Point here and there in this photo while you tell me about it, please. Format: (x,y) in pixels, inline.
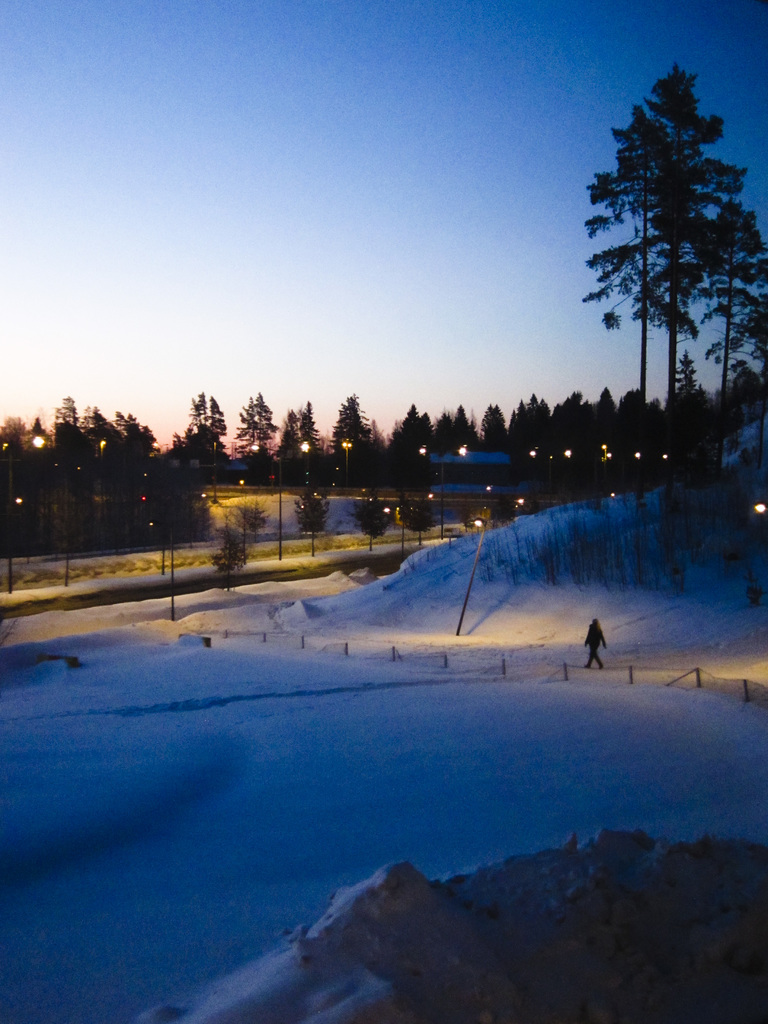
In the background (456,124) we can see the sky (456,124). In this picture we can see the trees (390,437), lights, poles (700,683), objects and snow (564,693). On the right side of the picture (593,646) we can see a person (593,646) and plants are visible.
